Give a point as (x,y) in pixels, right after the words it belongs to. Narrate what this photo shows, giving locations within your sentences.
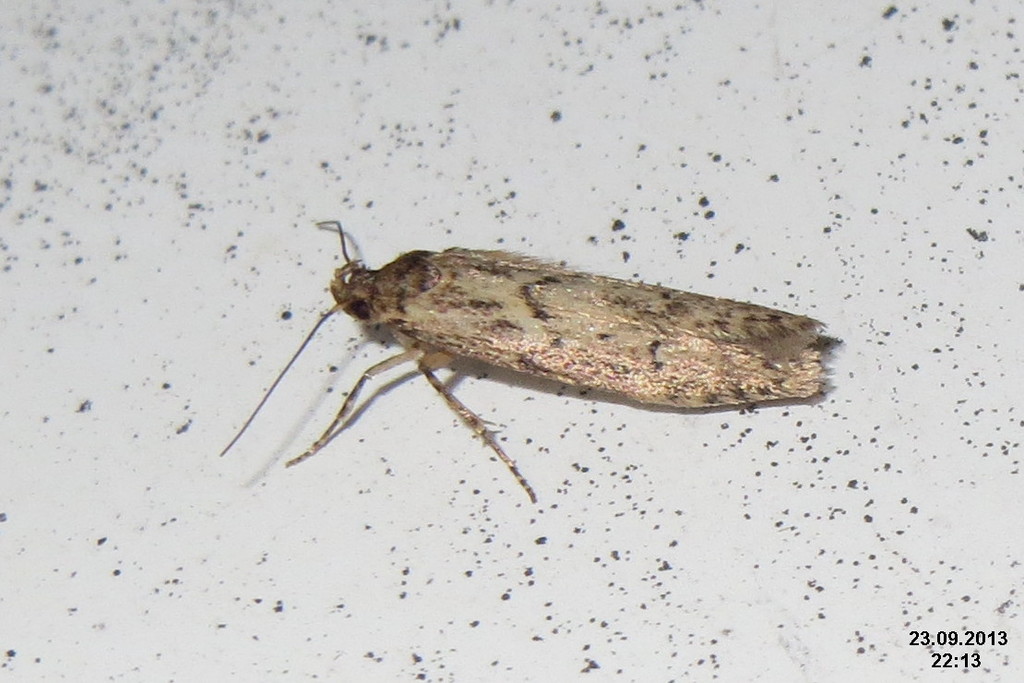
In this image we can see an insect (715,390) on the surface (468,515).
